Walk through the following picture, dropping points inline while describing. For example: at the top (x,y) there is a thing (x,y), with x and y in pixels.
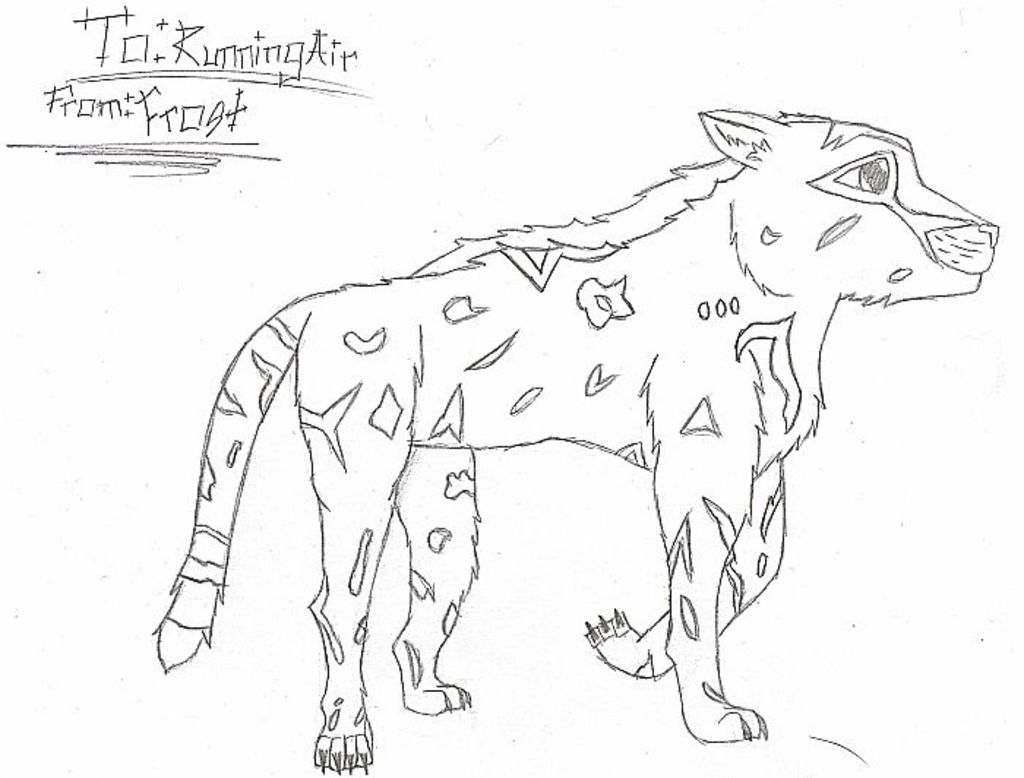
In this image I can see a sketch (582,343) of a wild animal (689,334) and at the top of the image (316,47) I can see some text (187,76).
